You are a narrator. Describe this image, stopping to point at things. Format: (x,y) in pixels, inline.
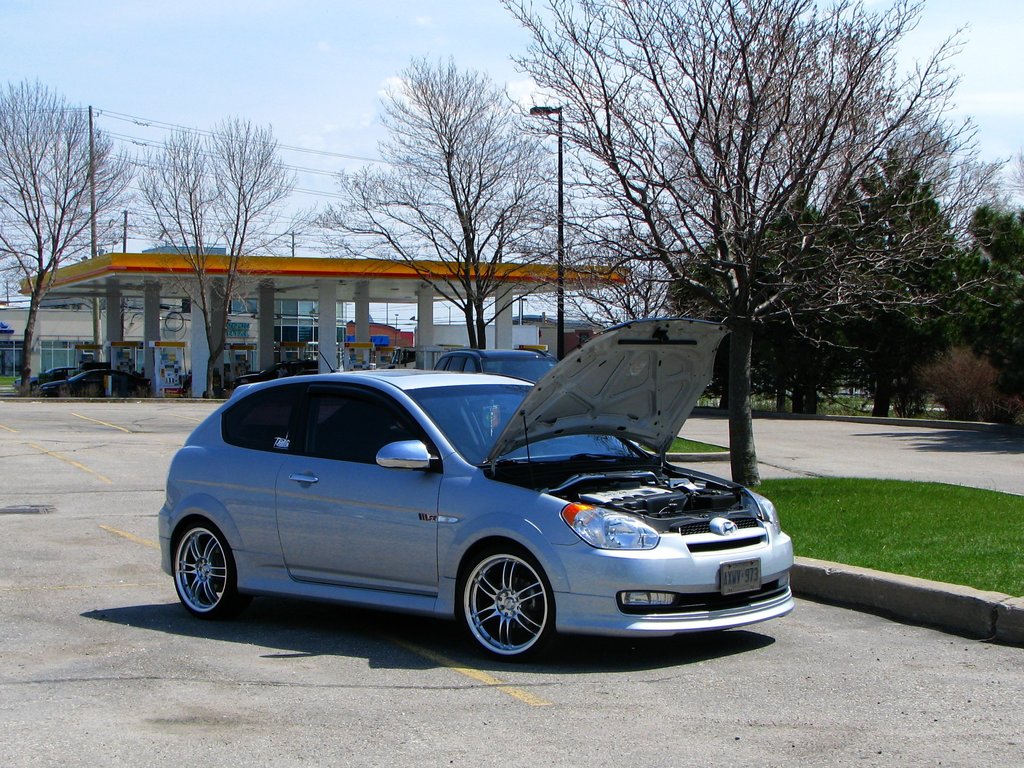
In this image there are cars (475,516) on the road (514,676). Beside the car (398,434) there is a grass (877,520) on the surface (878,524). At the back side (80,271) there is a petrol bunk (249,266). At the background (480,154) there are trees (753,140) and sky (317,65).
